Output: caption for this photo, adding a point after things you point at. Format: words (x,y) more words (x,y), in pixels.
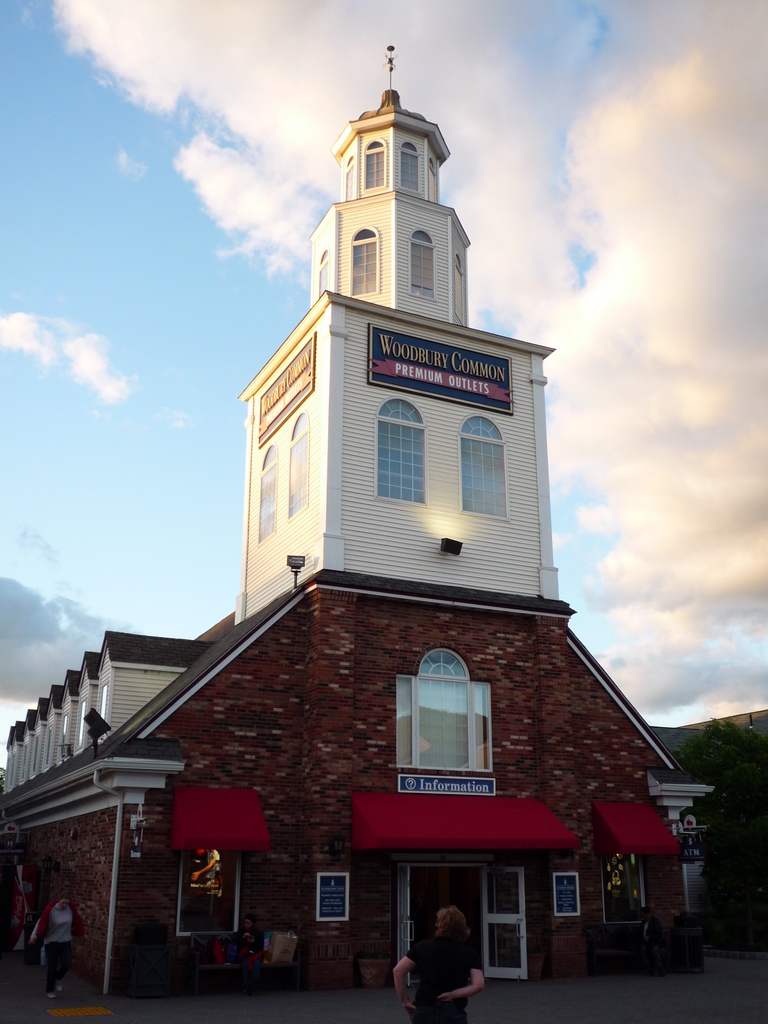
In this picture we can see a building (408,716) here, we can see windows (425,465) of the building (425,465), there is a board (450,369) here, we can see a door (500,970) here, there is a person (256,966) sitting on a bench (250,963), on the left side (55,953) there is a person (63,959) walking, on the right side (737,786) we can see a tree (731,778), there is sky (677,453) at the top of the picture (674,314).
